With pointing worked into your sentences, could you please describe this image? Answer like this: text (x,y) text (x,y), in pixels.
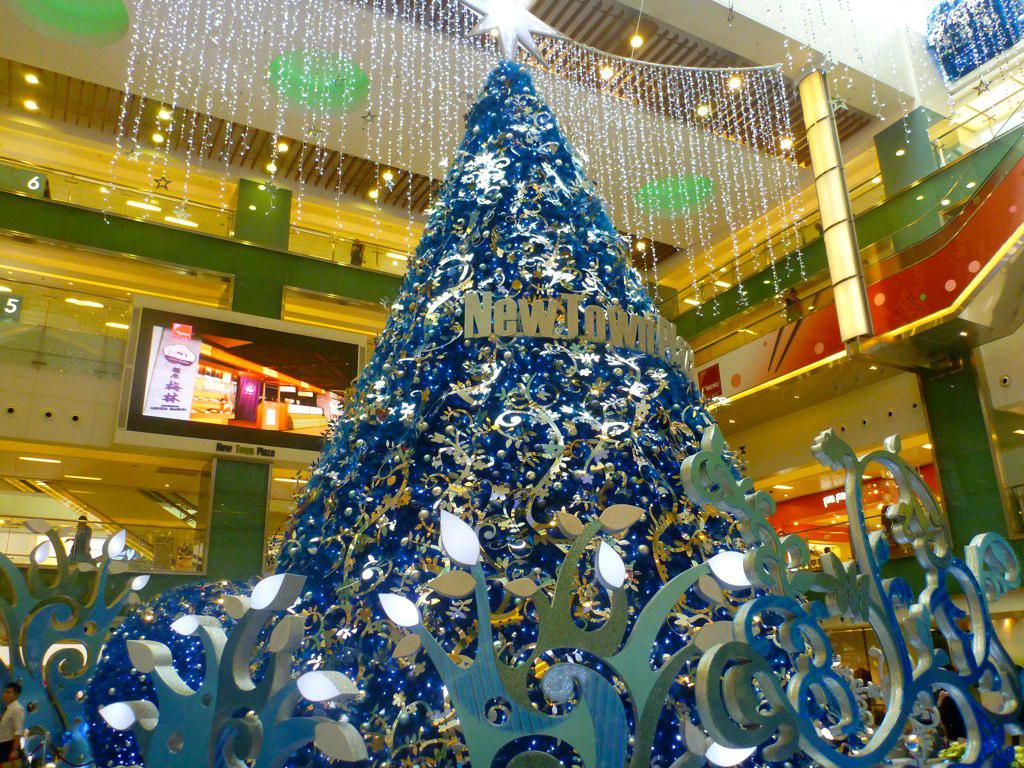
This image is taken indoors. In the middle of the image (483,405) there is a Christmas tree (488,245) decorated with many decorative items (336,625) and a star (514,46) and there is a fence (737,708). In the background (990,456) there are many walls (1020,337) and pillars (255,462). There are a few lights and there is a screen (241,358).
